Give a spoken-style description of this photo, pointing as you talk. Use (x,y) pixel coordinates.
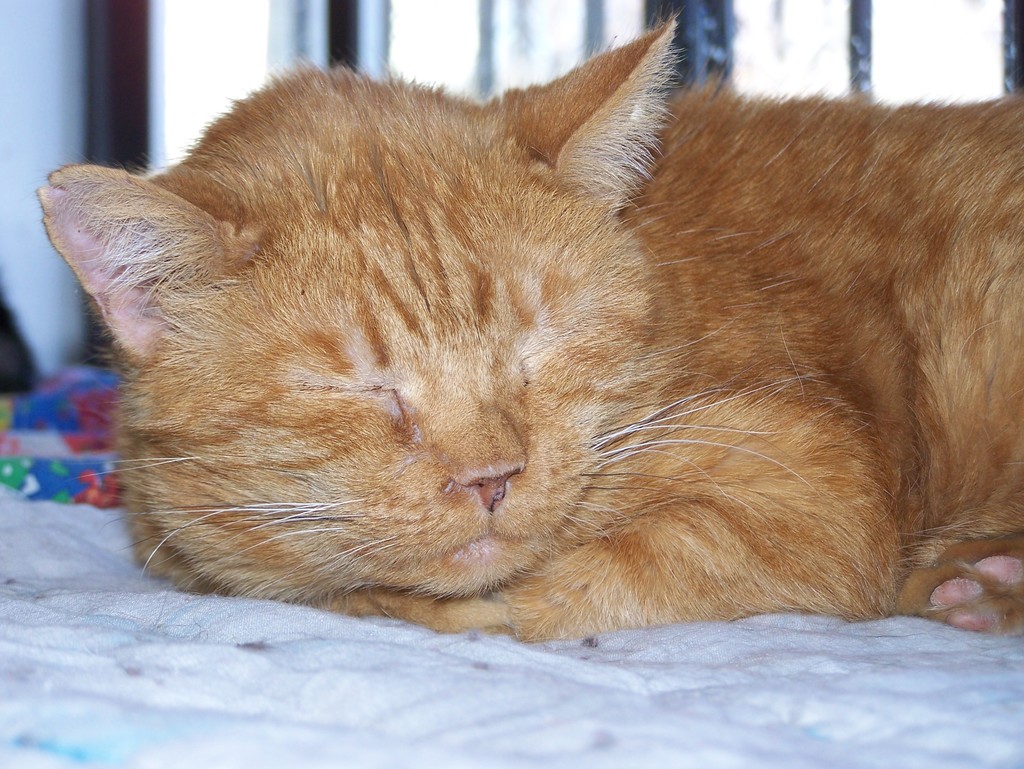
In this picture we can see a cat (988,444) sleeping on a cloth (325,641) and in the background (969,51) we can see windows (773,4).
